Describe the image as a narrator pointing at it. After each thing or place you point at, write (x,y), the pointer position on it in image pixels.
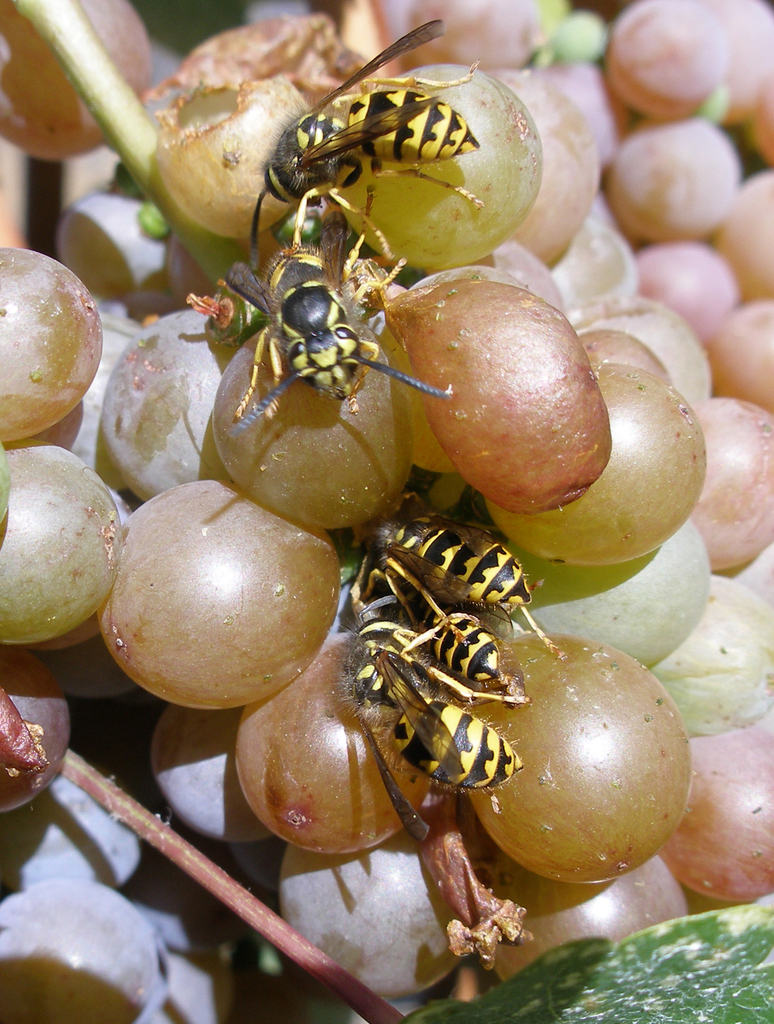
Here in this picture we can see a bunch of grapes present over a place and on that we can see some wasps (410,171) present.
